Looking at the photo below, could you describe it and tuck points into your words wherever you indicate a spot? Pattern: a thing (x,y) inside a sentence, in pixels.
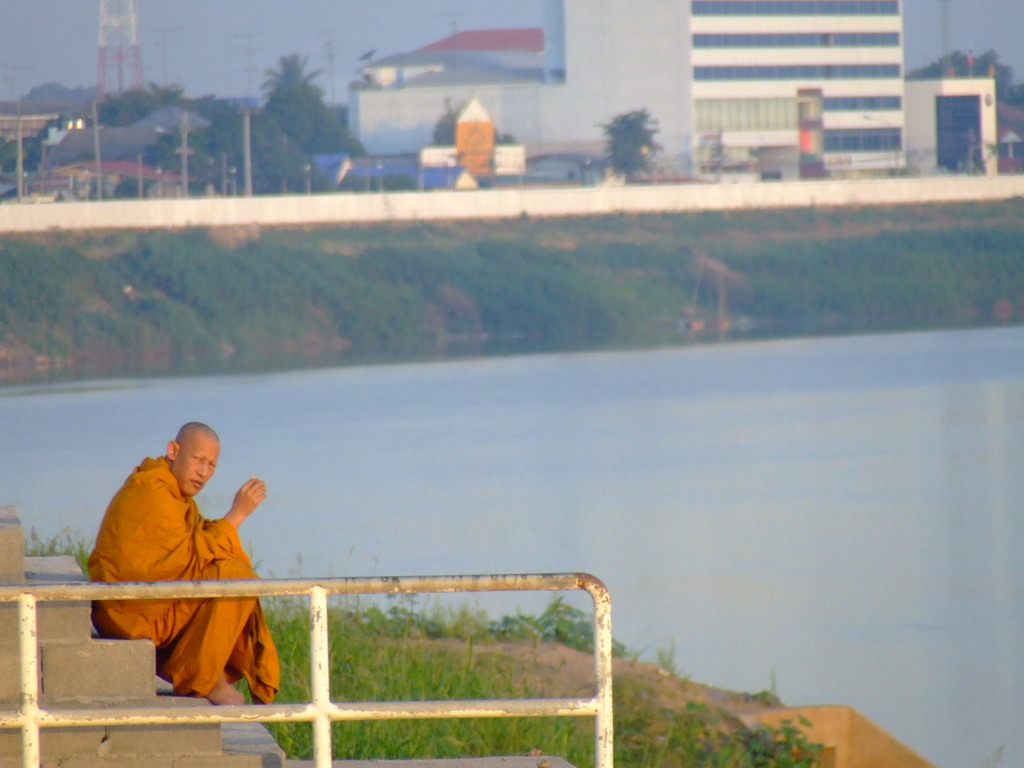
The man (183,521) in front of the picture wearing orange dress (184,565) is sitting on the staircase (143,659). Beside that, we see a railing (508,710). In front of him, we see grass (426,621). Behind him, we see water (836,547). There are buildings (502,112), trees (309,103), tower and poles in the background (582,99).
